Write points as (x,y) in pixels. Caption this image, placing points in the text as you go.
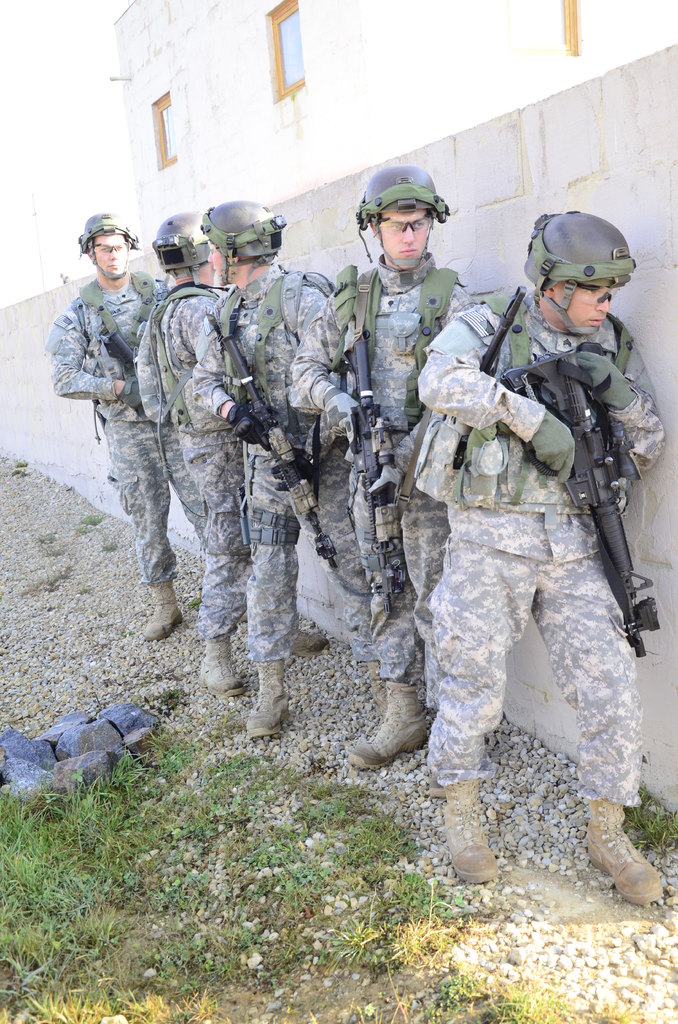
In this picture we can see a few people (365,590) holding guns (284,467) in their hands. There is some grass (0,903) and a few stones (347,767) on the ground (24,937). We can see a compound wall (44,463) from left to right. There is a building (288,36) and a few windows (282,43) are visible on this building (262,37).
